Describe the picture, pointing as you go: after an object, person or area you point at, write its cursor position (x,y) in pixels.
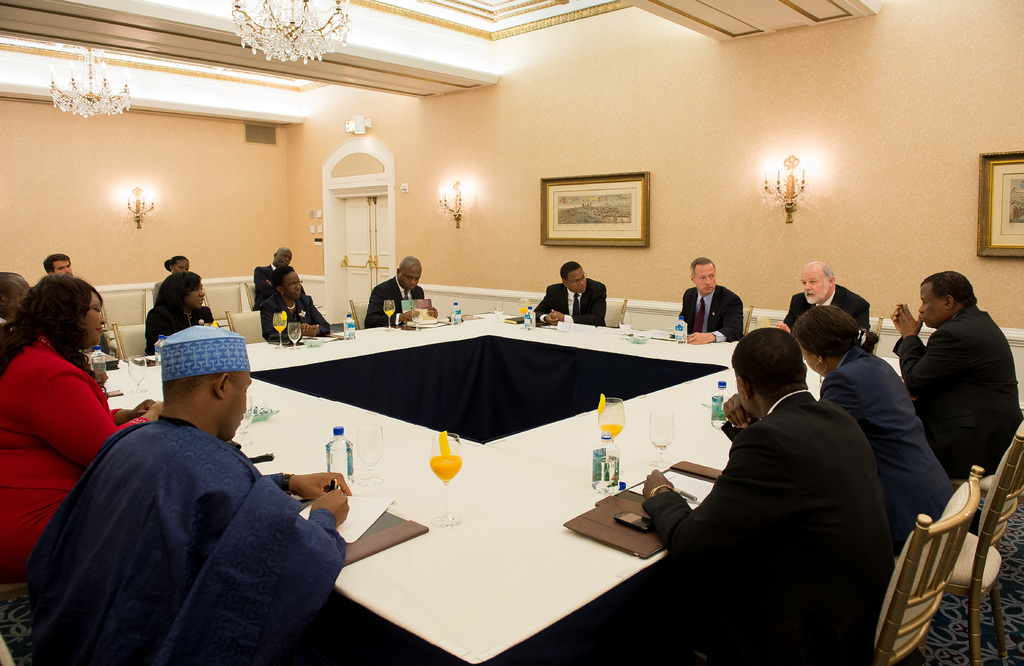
There is a group of people (305,296). They are sitting around the table (543,533). This man (788,469) is sitting on the chair (927,560). He is in black color suit (813,506). This woman (55,380) is in red color dress (36,447). These are the bottles (343,446) on the table (455,333). These are the juices (456,456) on the table (589,424). This is the glass (666,441). This is the mobile (625,520). This is the wall (581,164). This is the photo frame (608,214). This is the light (788,163). This is the door (386,236). And this is the floor (992,609).
